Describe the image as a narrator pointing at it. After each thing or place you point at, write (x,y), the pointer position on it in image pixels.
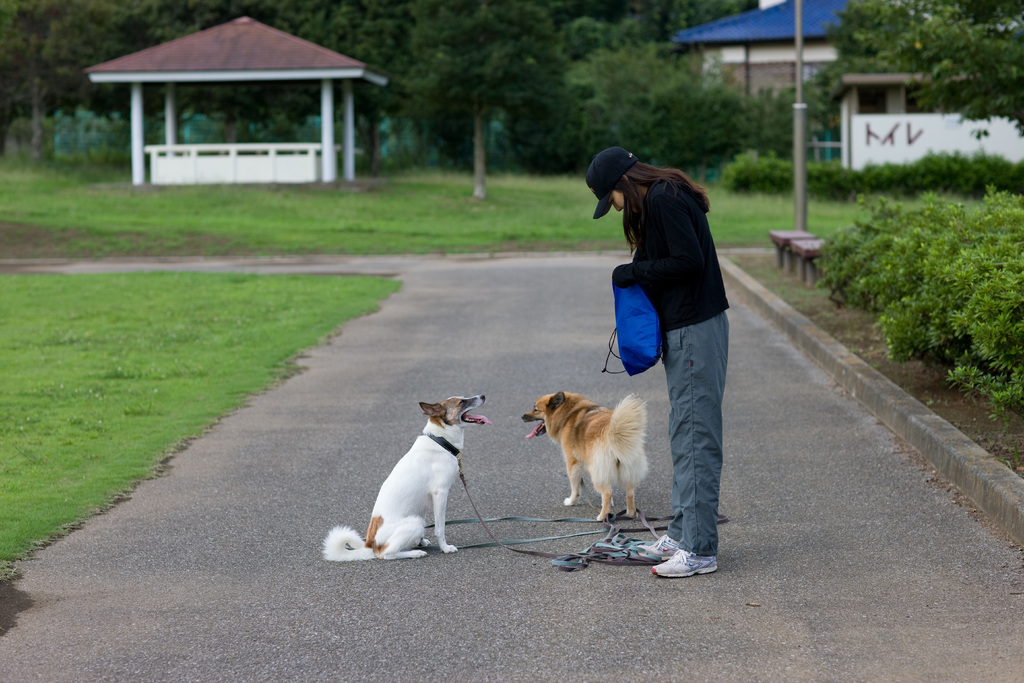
In this picture we can see two dogs (368,554) and a woman (678,328) standing on the road (361,439), grass (449,245), buildings (783,29), pole (798,50) and in the background (809,93) we can see trees (677,58).
